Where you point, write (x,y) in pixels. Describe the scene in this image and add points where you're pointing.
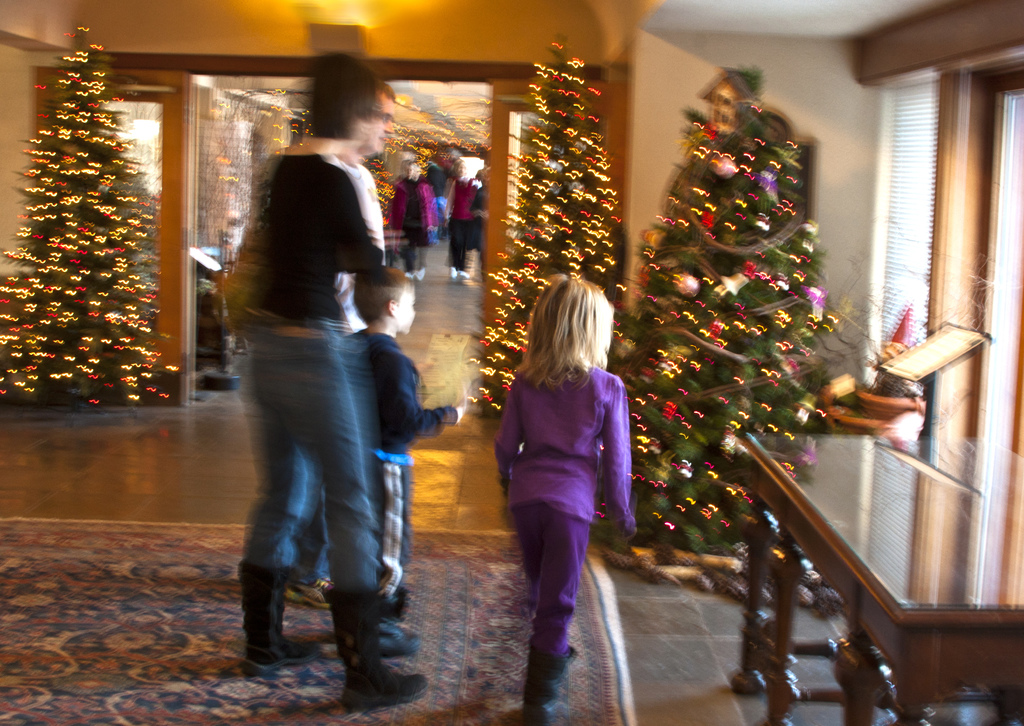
This is a blur image but we can see a boy (390,393), girl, man (348,155), woman (337,409) are standing on the floor (211,637). In the background (73,146) we can see Christmas trees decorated with lights (52,358), doors (175,94), few persons (443,197) and on the right (956,659) there is a table (739,685), windows (917,180) and some other items (897,384).
